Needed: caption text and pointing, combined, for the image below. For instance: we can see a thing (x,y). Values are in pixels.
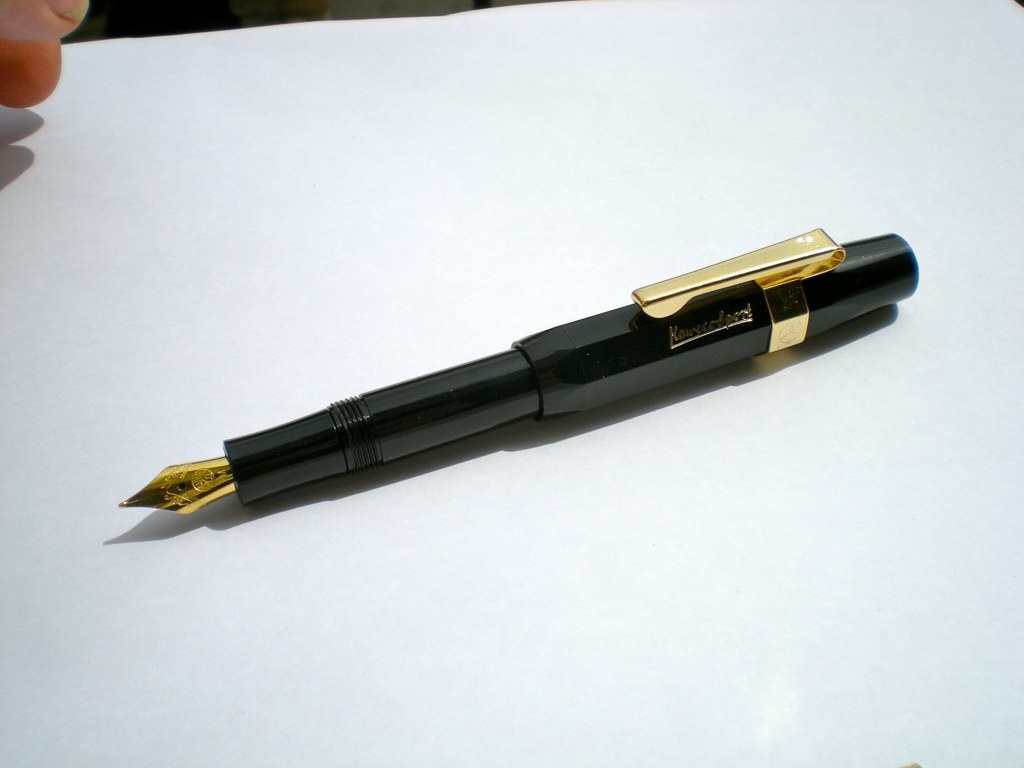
In this image we can see pen (474,433) placed on paper (455,602). At the top left corner (17,90) we can see persons fingers (41,51).
